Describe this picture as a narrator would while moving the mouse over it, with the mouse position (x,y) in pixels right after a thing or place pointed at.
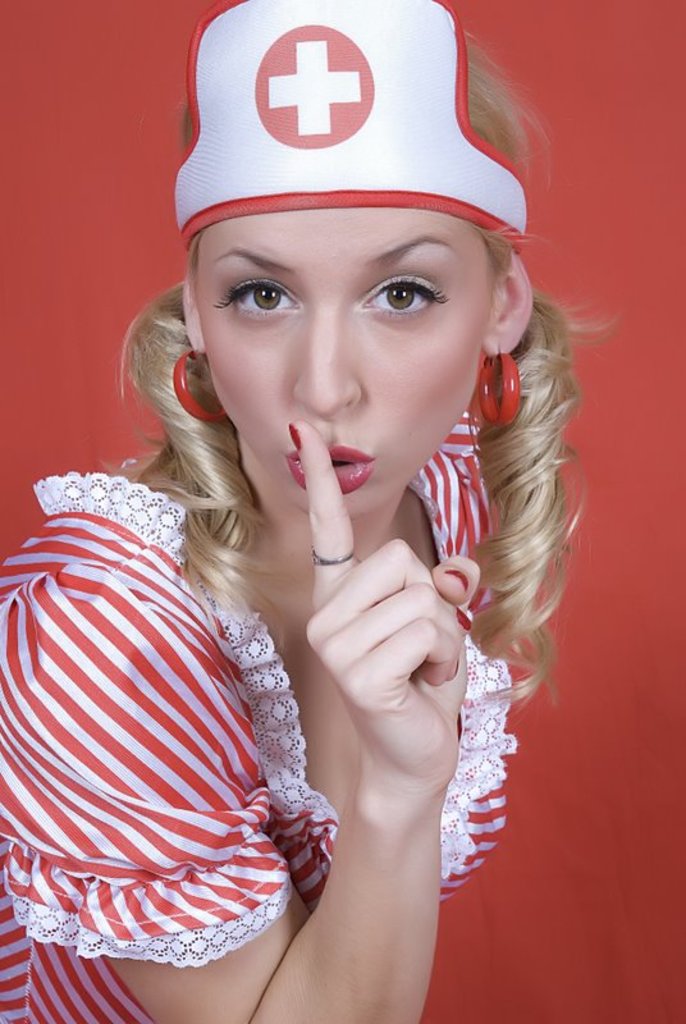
This image consists of a woman (422,513) in red dress (167,789) and a cap (343,156). In the background (126,70), there is a wall (543,965) with red color. She is also wearing earrings (200,406) in red color.
